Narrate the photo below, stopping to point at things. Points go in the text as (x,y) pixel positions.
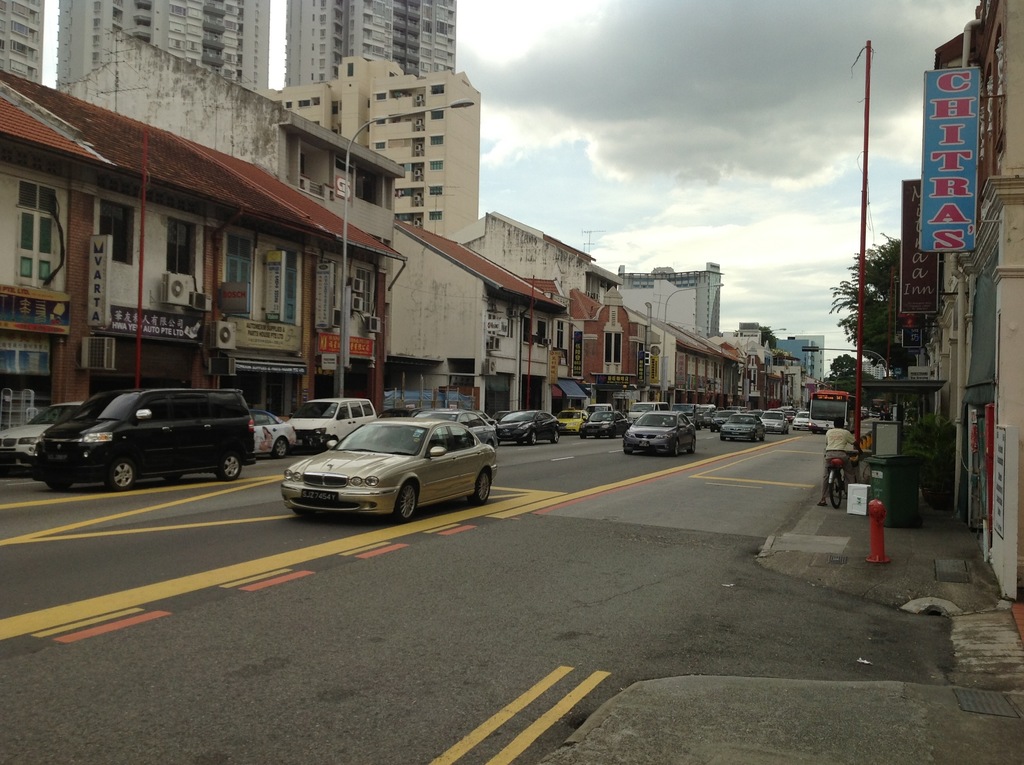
In this picture I can see buildings (606,277) and few trees (850,369) and I can see few pole lights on the sidewalk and I can see few cars (491,467) and vehicles (652,412) moving on the road (652,480) and I can see few boards (913,249) with some text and a cloudy sky (718,91).
